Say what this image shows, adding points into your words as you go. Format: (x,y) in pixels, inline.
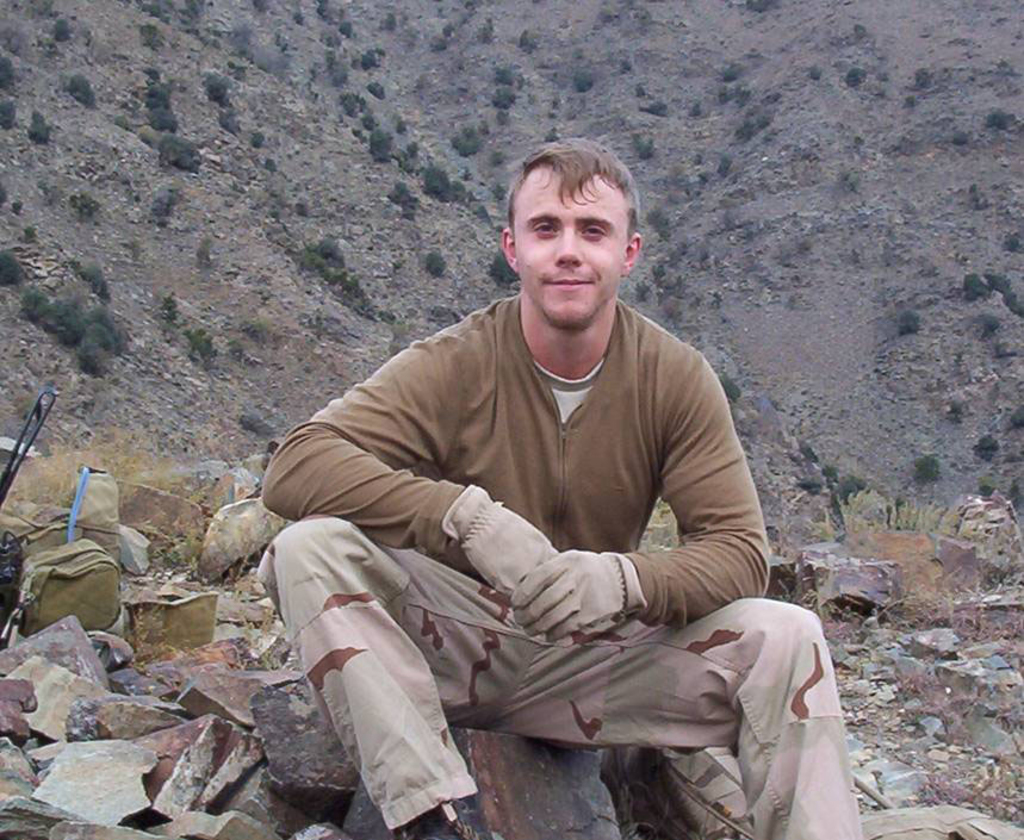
In this image we can see a person (507,545) is sitting, there are rocks (92,751), bag (59,565), also we can see plants (59,473), and the mountain (414,237).
